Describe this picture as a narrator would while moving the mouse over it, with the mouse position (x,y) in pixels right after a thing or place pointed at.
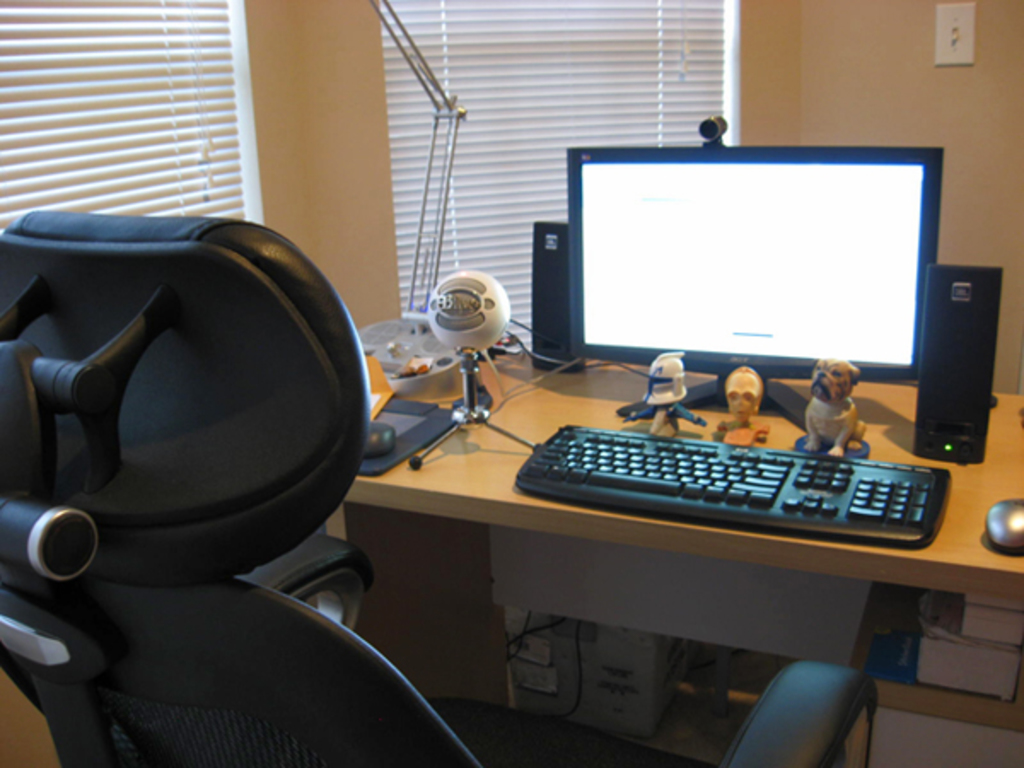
In the left bottom of the image (201,611), a chair (90,217) is visible. In the right middle of the image (1022,431), a table (909,576) is visible on which PC (747,358) is kept and some toys (833,393) are kept. In the left top of the background (117,3), a window (57,21) is visible which is white in color and wall (806,35) is visible which is light brown in color. This image is taken inside a office (709,465).
